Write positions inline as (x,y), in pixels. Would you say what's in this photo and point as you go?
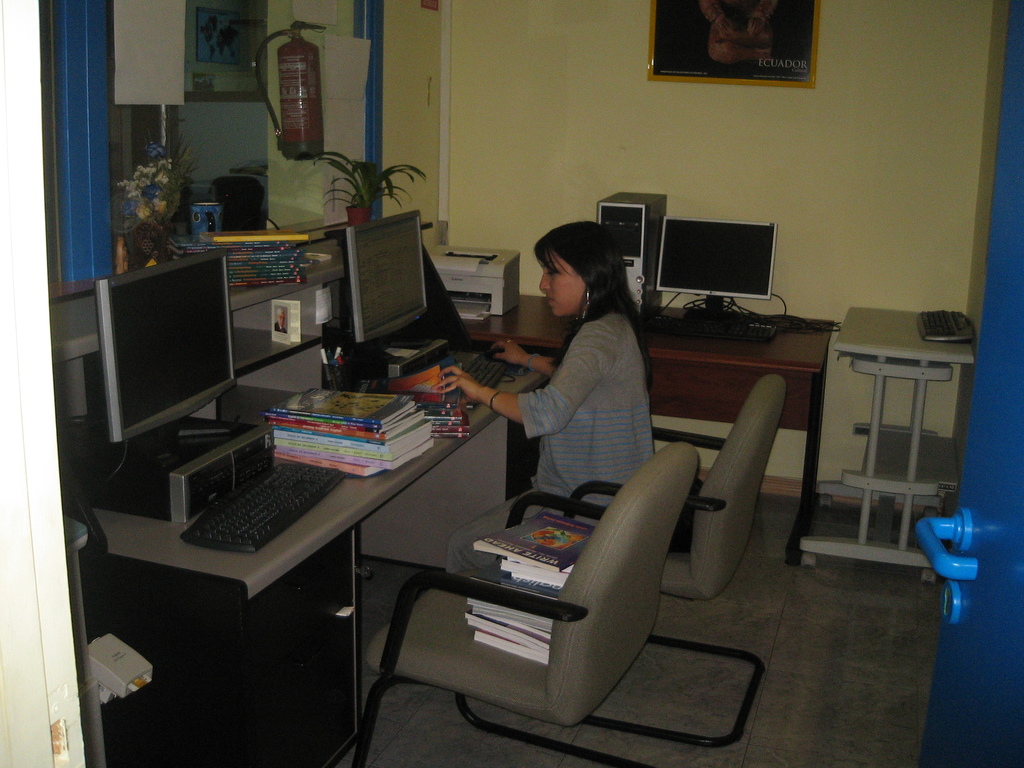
Woman (589,317) is sitting on a chair (646,502). On this chair (537,600) there are books (559,554). We can able to see tables (412,463), on this tables (779,337) there are monitors (206,389), keyboards (694,330), CPU (638,260), printer (468,281) and mouse (502,349). On wall (269,147) there is a fire extinguisher (307,77). A picture (697,1) on wall (606,27).
